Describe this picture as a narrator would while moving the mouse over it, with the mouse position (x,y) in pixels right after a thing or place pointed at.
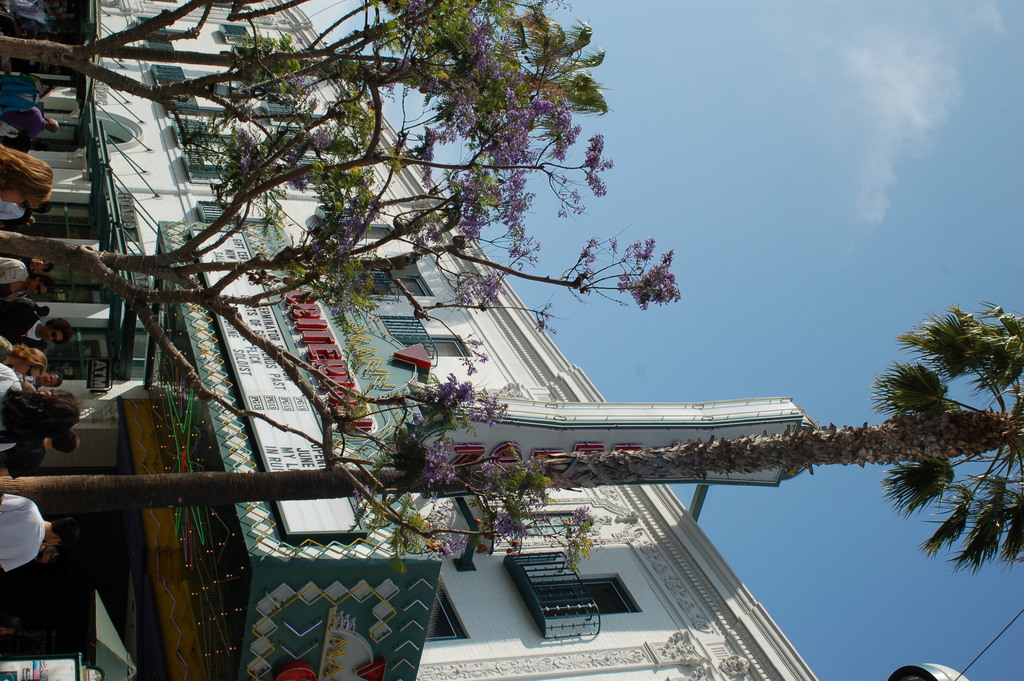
In the center of the image (392,311) there is a building (458,606). On the right (888,302) there is a sky (838,203). On the left (21,228) there are people (12,110).
